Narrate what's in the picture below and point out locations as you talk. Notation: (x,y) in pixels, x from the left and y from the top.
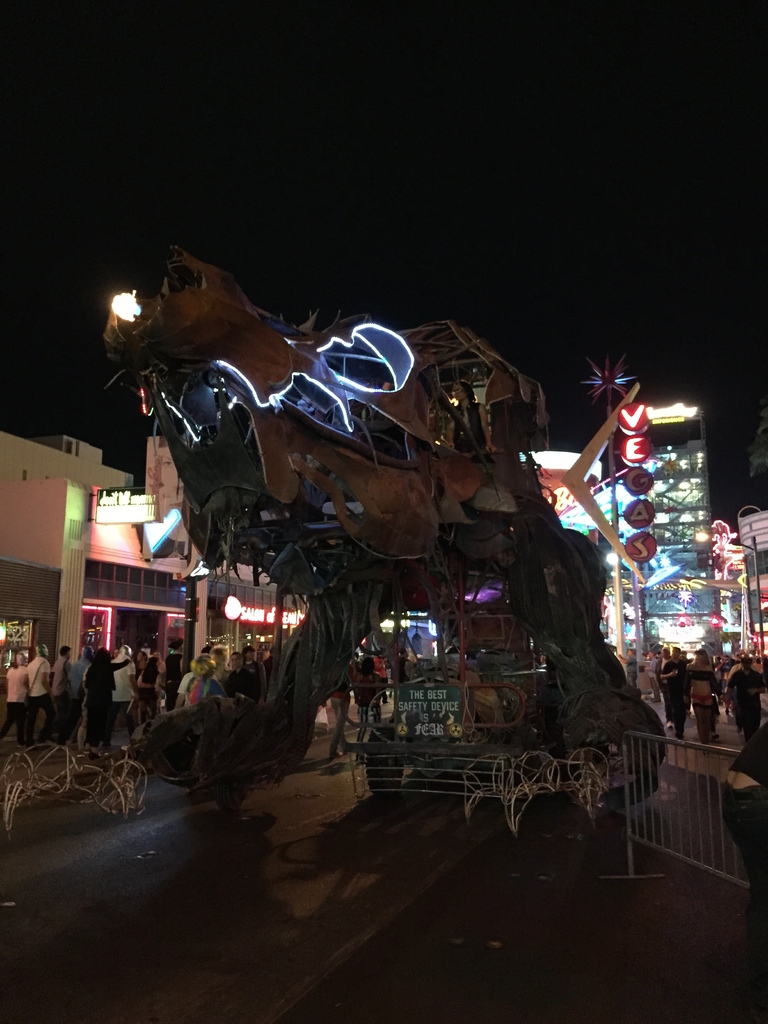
In this image we can see some different structure (426,476) of a vehicle (422,596) which is on the road (457,810) and in the background of the image (633,659) there are some persons (676,680) walking there are some shops (113,576), houses (134,528) and top of the image (614,277) there is clear sky (432,258).
